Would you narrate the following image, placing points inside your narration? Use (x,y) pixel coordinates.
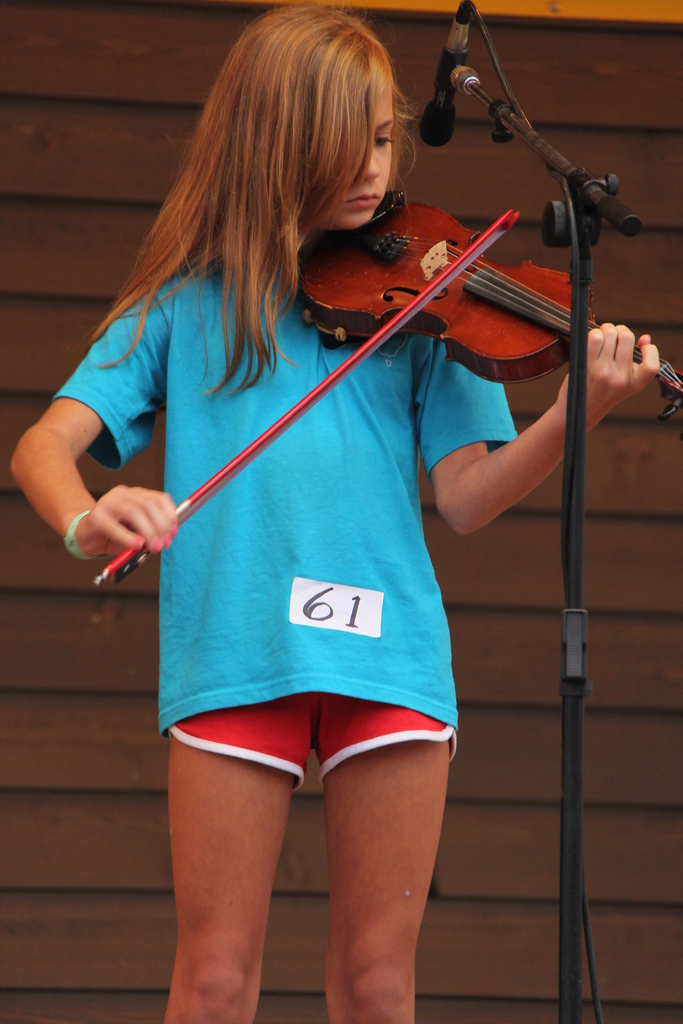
In this picture we can see a person (434,475) who is playing violin (472,319) and this is mike (438,97).
